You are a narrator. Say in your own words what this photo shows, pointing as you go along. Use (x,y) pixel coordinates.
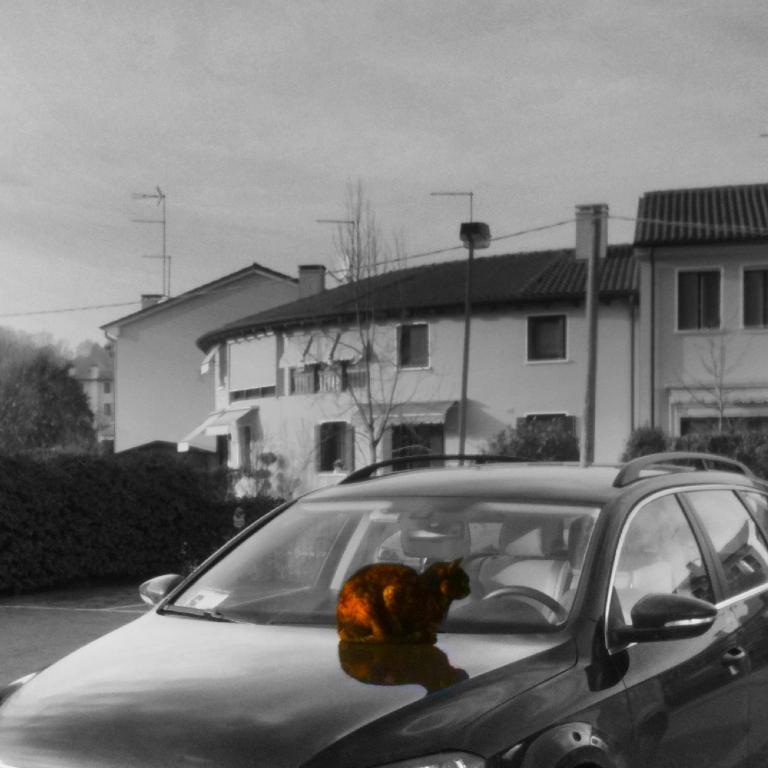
It is a black and white image, there is a car (576,708) and behind the car (317,669) there are few buildings (311,363), in front of the buildings (447,339) there are trees (7,338) and poles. There is a cat (376,584) sitting on the car (332,632), only the cat image (381,574) is highlighted in the whole picture.
